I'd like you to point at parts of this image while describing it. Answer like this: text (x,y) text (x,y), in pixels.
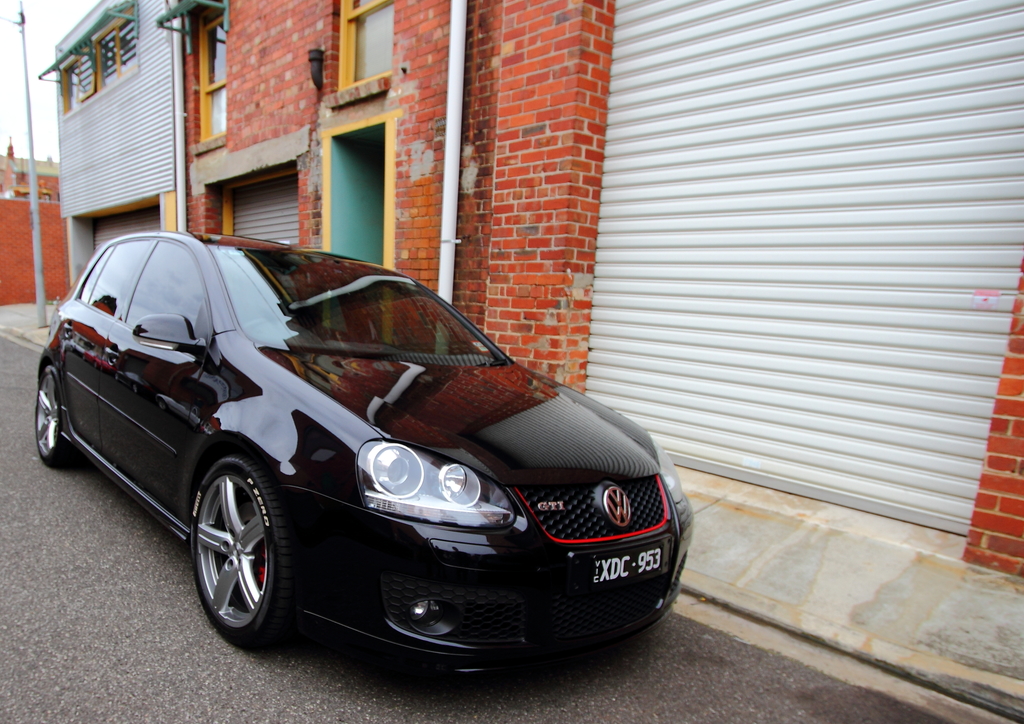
In this image I can see the car (552,615) and the car (560,604) is in black color. In the background (587,181) I can see few buildings (325,204) in brown color and the sky (34,72) is in white color.
